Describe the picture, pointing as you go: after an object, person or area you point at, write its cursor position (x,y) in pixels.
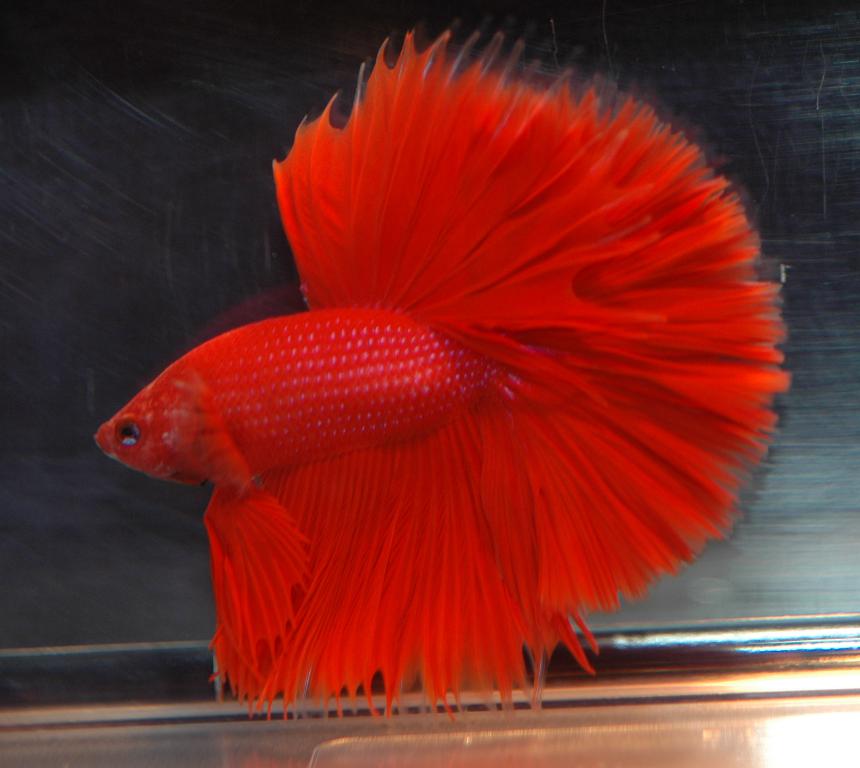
In the middle of the image (355,381) we can see a fish (257,424) which is red in color in the aquarium (189,174).
